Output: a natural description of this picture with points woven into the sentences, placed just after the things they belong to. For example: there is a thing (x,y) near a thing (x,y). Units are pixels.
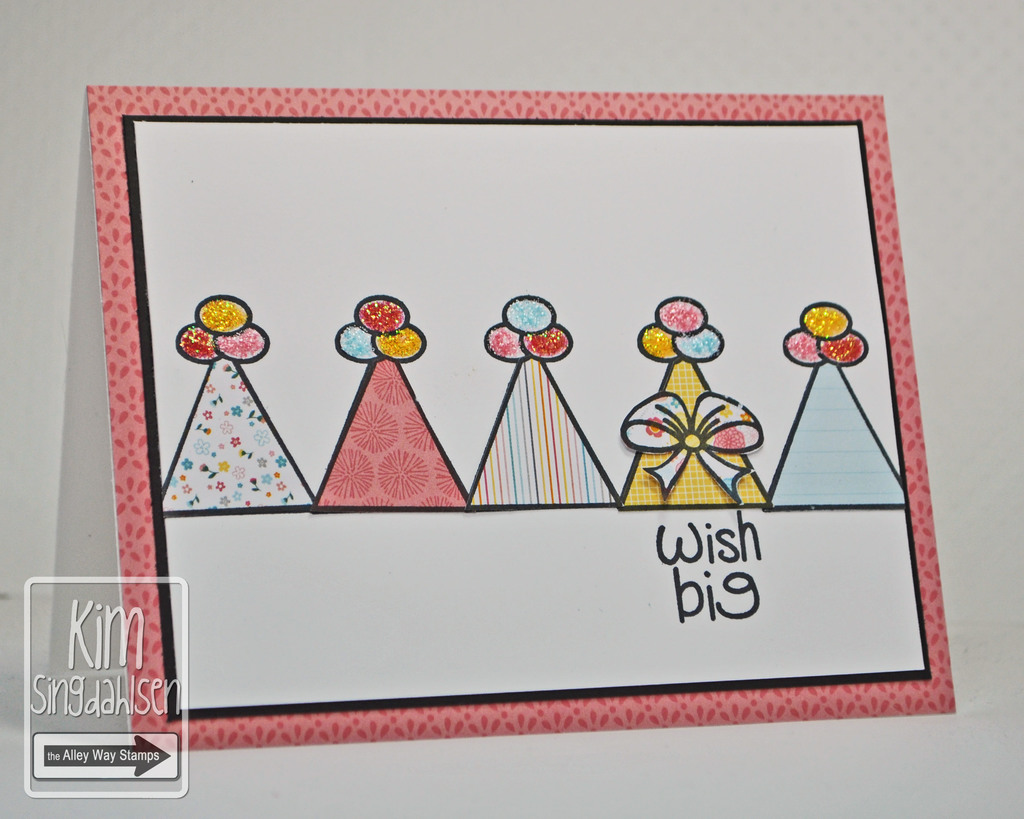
This picture shows art and we see some text (686,575) on it and logo (132,715) at the bottom left corner (149,666) and we see a white background (51,25).
